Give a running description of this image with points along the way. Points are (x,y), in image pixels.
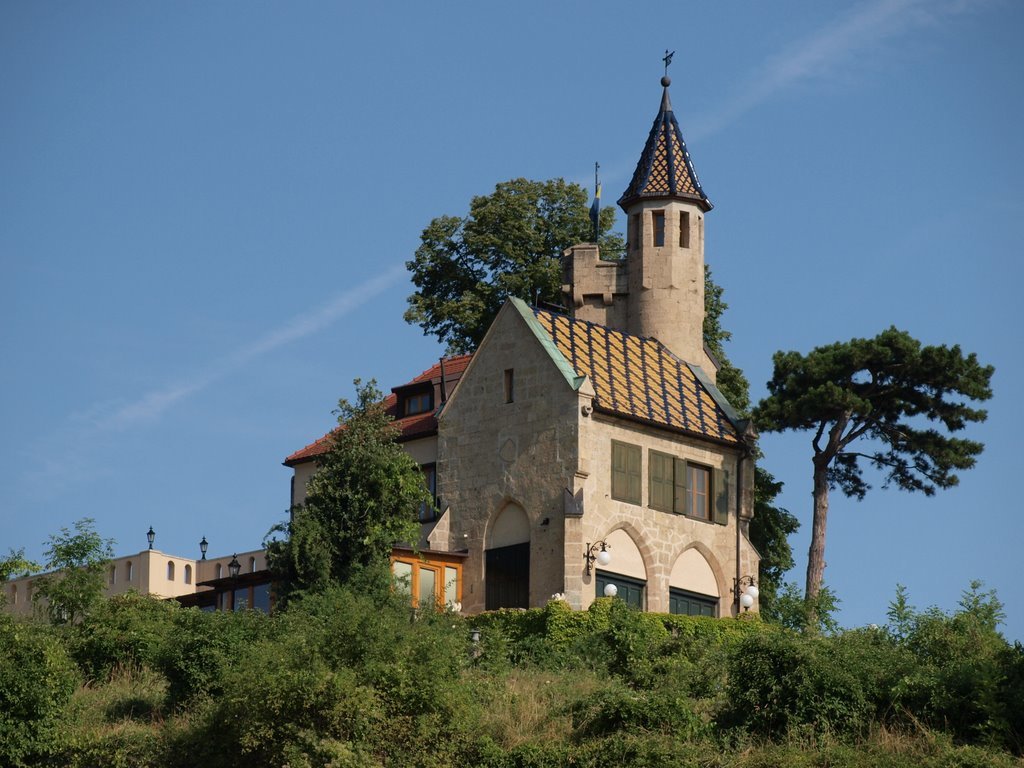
In this image, I can see a building (654,470) with the windows (692,488). These are the lamps (737,586) attached to the building wall (692,571). I can see the trees (932,490) and bushes (338,741). Here is the sky (341,156). This looks like a spire (657,190), which is at the top of the building (662,144).
